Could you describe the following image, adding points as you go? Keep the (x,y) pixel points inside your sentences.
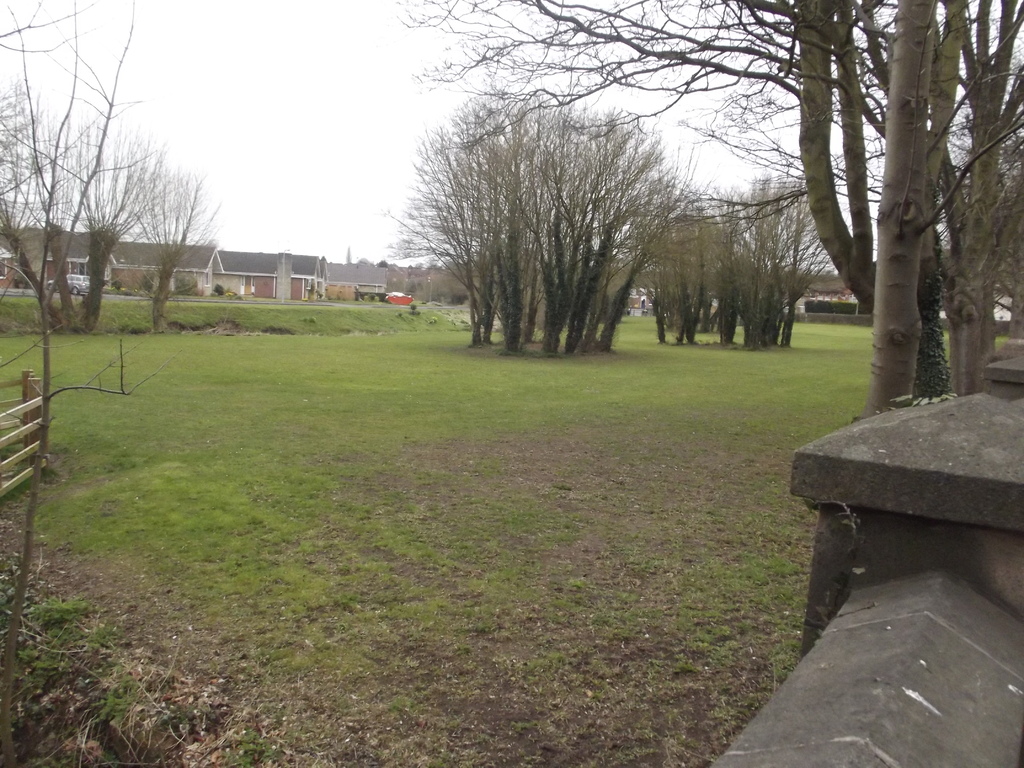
In this image in the middle (441,286), there are trees (469,294), houses (269,284), vehicles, grass (340,371), sky (388,114). On the left (17,413) there is a fence (16,481). On the right (872,586) there are trees (951,276) and wall (869,626).
